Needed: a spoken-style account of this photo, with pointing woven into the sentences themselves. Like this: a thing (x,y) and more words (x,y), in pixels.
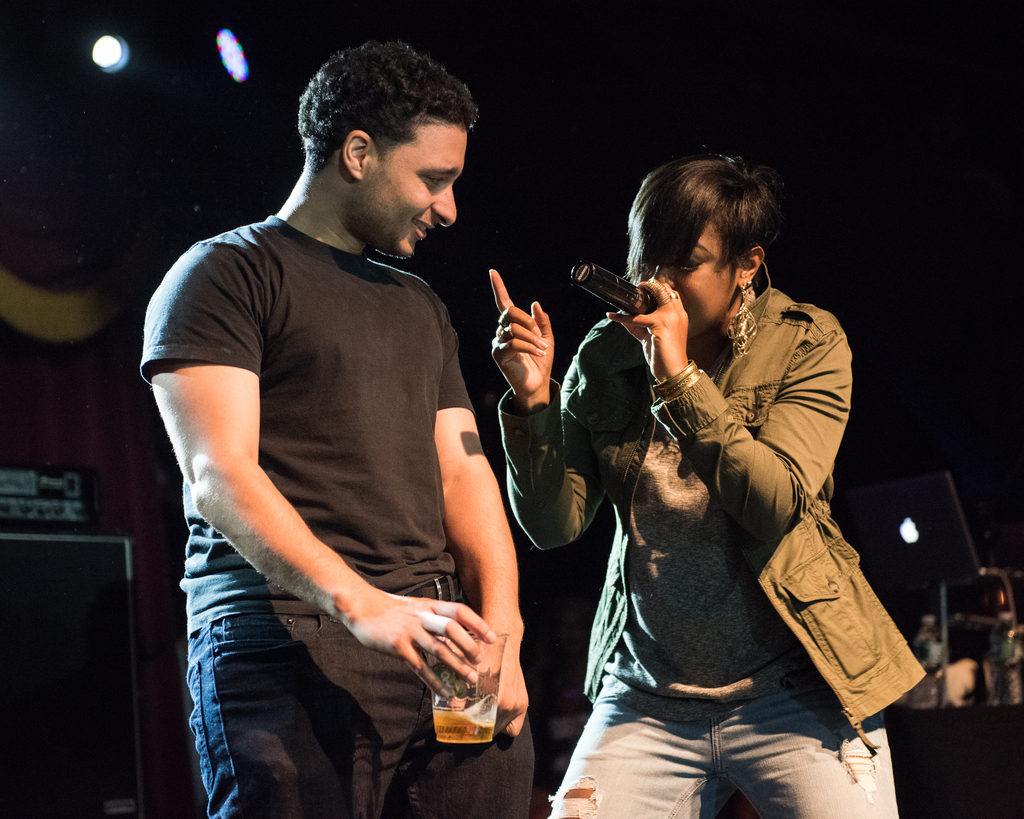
In this image there is a man (419,403) with glass (461,678) of alcohol (465,729) and a woman (587,457) is holding a mike (627,291) are present. This image is taken during night time. Lights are visible in this image.
